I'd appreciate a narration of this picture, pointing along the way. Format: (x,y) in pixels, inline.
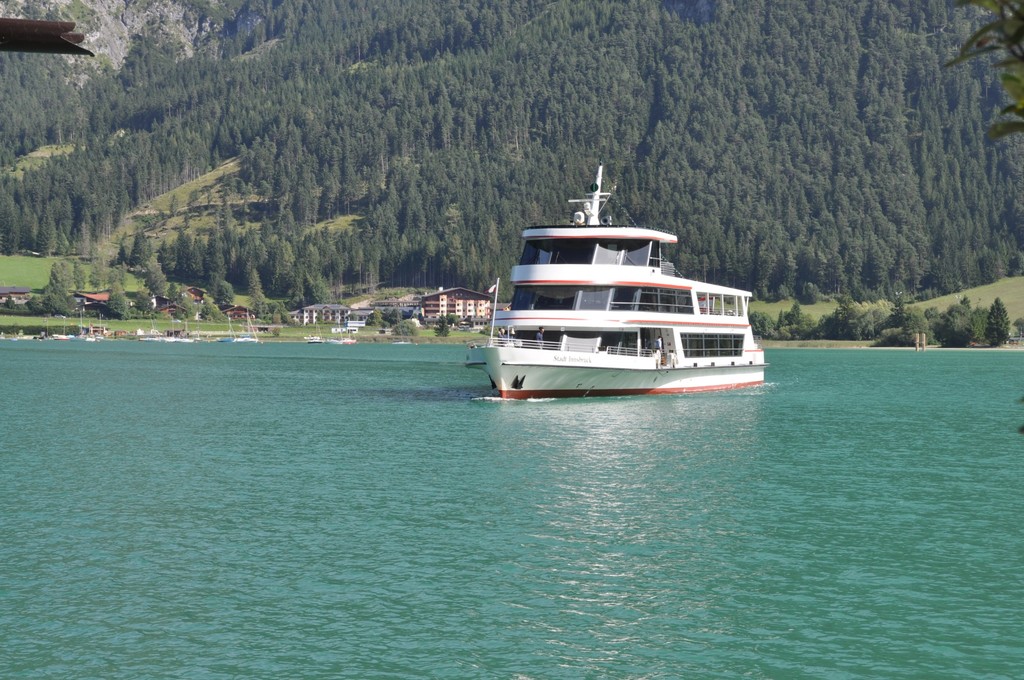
In the image in the center (532,235) we can see one ship (635,307) on the water (411,434). In the background (37,78) we can see trees (305,285), grass (13,320), plants (271,311), poles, buildings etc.
